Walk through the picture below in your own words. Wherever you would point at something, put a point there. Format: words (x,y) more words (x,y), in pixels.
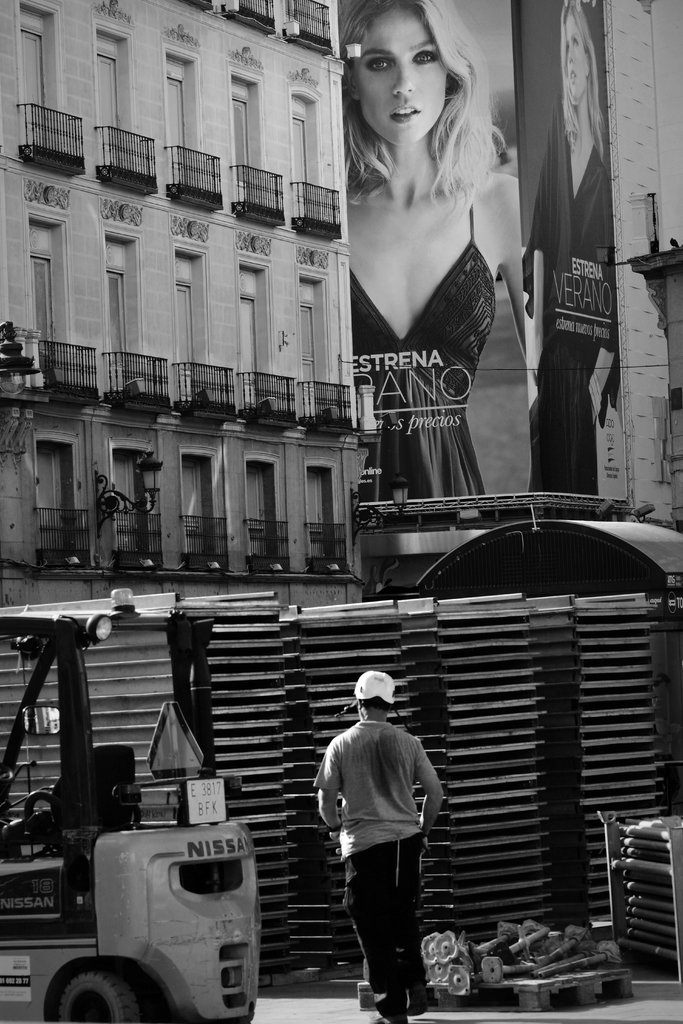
This is a black and white image. I can see a person (416,896) standing. At the bottom left side of the image (156,959), It looks like a vehicle (211,874) and few objects (520,715). I can see a building (83,267) with the windows (266,471) and iron grilles (316,385). On the right side of the image (517,431), this is a hoarding (580,237) with the pictures (490,174) of the women (476,315) and letters (412,424) on it.
